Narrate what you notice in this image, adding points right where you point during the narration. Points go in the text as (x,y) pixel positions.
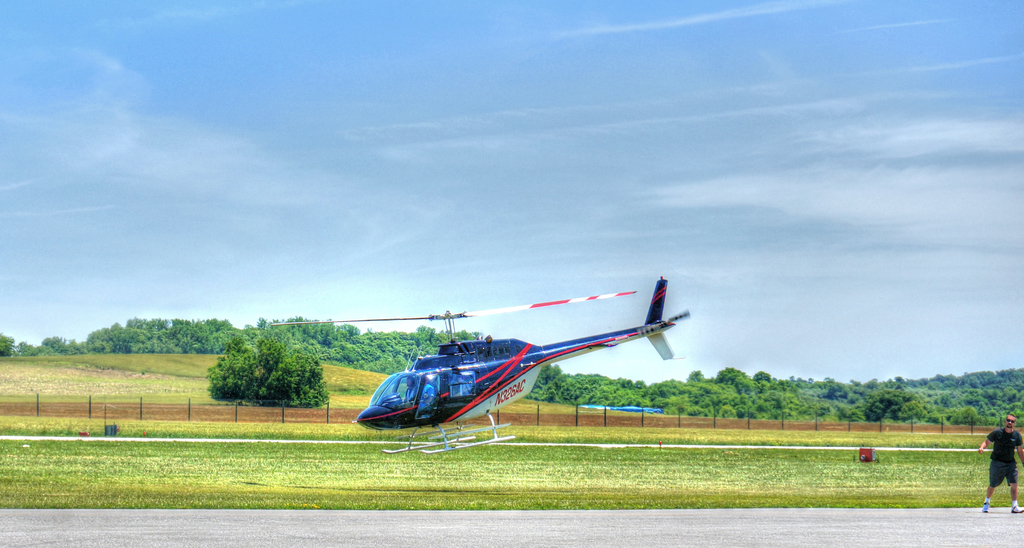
In this picture there is a man (403,401) who is riding a helicopter (476,387). At the bottom right corner (1001,452) there is a man (1007,439) who is wearing goggle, black dress (1001,467) and shoe (984,506). He is standing on the runway (1023,514). In the background (706,406) we can see the shed (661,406), trees (688,391), plants (678,403), fencing (714,425) and grass (606,468). At the top (657,77) we can see sky (573,128) and clouds (557,206).
